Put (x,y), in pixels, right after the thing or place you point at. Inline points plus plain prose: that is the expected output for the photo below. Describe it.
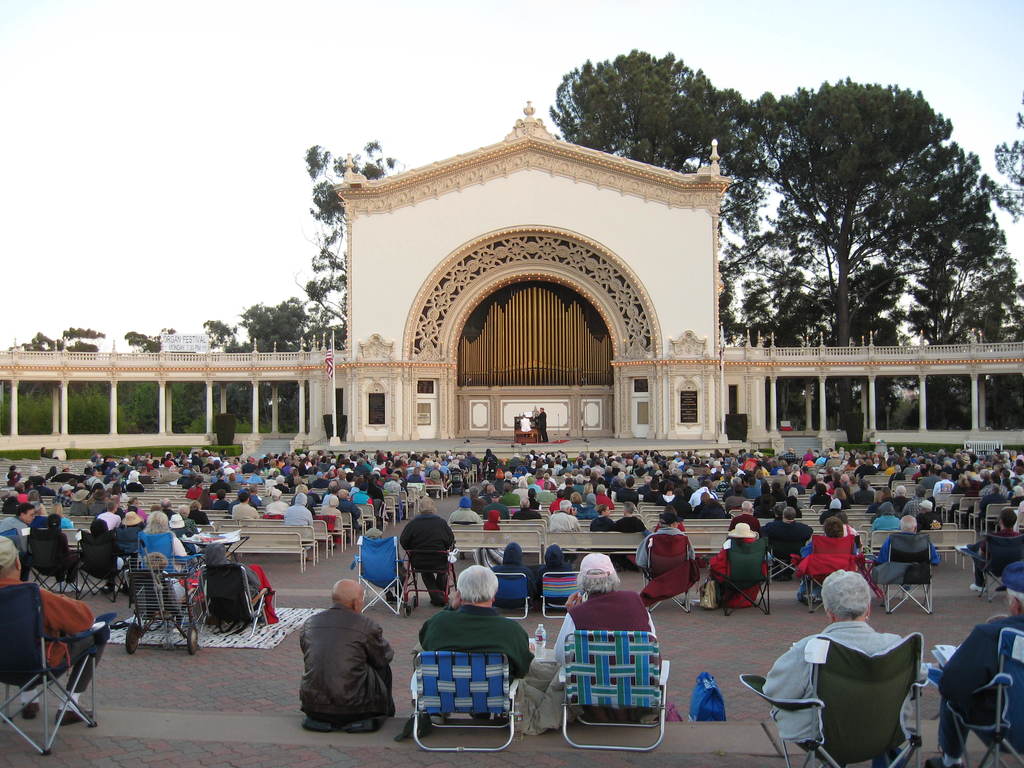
This picture is taken outside on a sunny day. There are few people (135,480) sitting on benches (961,516) and few are sitting on the chairs (487,709) and a person (352,705) is sitting on the ground (297,740). A person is standing before the wall (575,339). Background (1020,409) there are few trees (102,419) and sky (745,50).
